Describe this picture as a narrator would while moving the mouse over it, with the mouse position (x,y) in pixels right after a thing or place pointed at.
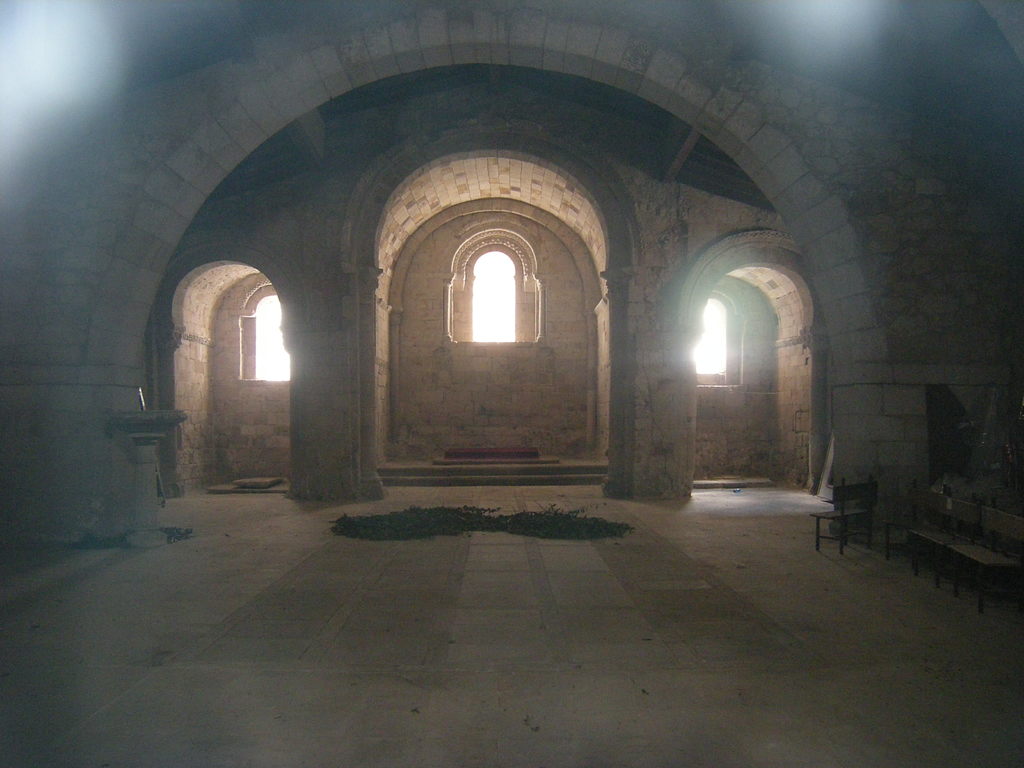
In this picture there is a inside view church (225,373). In the front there are three arches (794,284) and small windows (261,366) in it.
